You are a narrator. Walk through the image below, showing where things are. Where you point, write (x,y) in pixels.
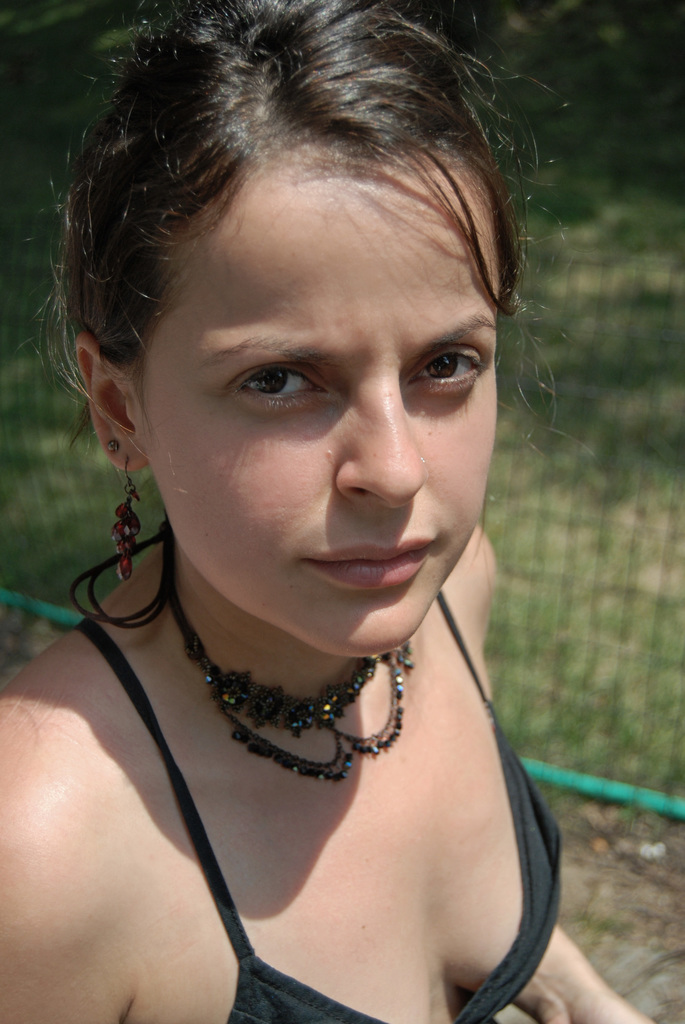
In the background (517,421) we can see green grass (507,372), net (616,285). In this picture we can see a woman (550,966) wearing a necklace (309,721).
